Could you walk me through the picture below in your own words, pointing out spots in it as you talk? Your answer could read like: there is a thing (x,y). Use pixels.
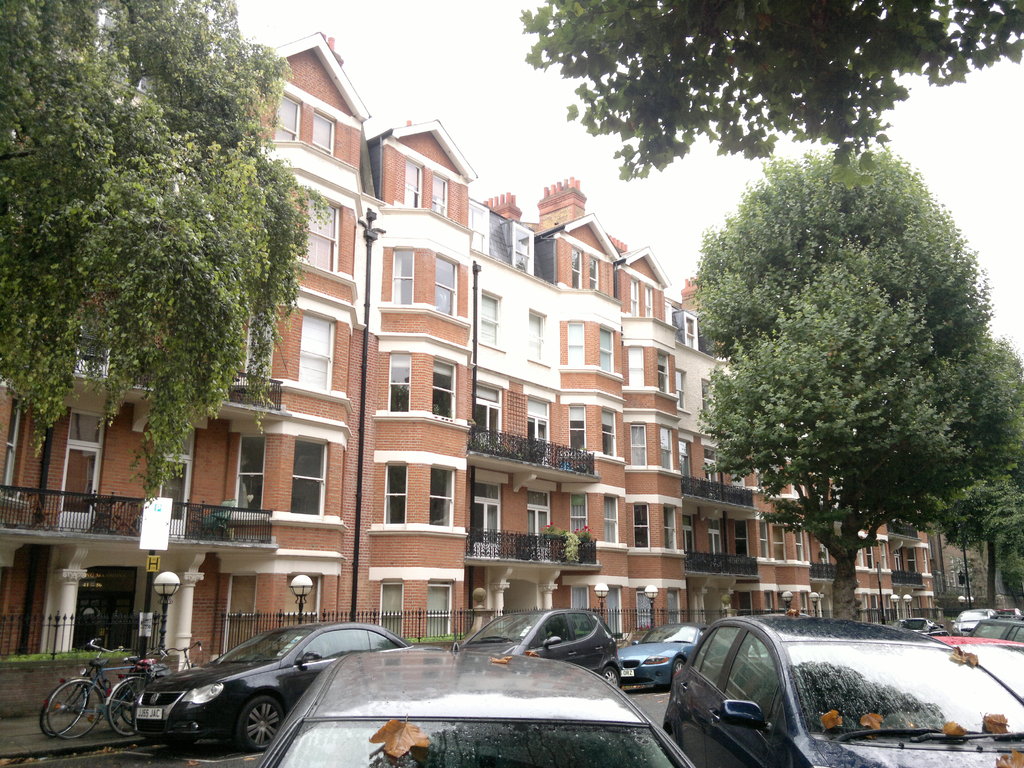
In this picture I can observe brown and white color buildings (409,421) in the middle of the picture (404,464). In the bottom of the picture (487,730) I can observe some cars (388,674) parked in the parking lot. I can observe some trees (226,284) in the picture. In the background (698,198) there is sky (540,145).
